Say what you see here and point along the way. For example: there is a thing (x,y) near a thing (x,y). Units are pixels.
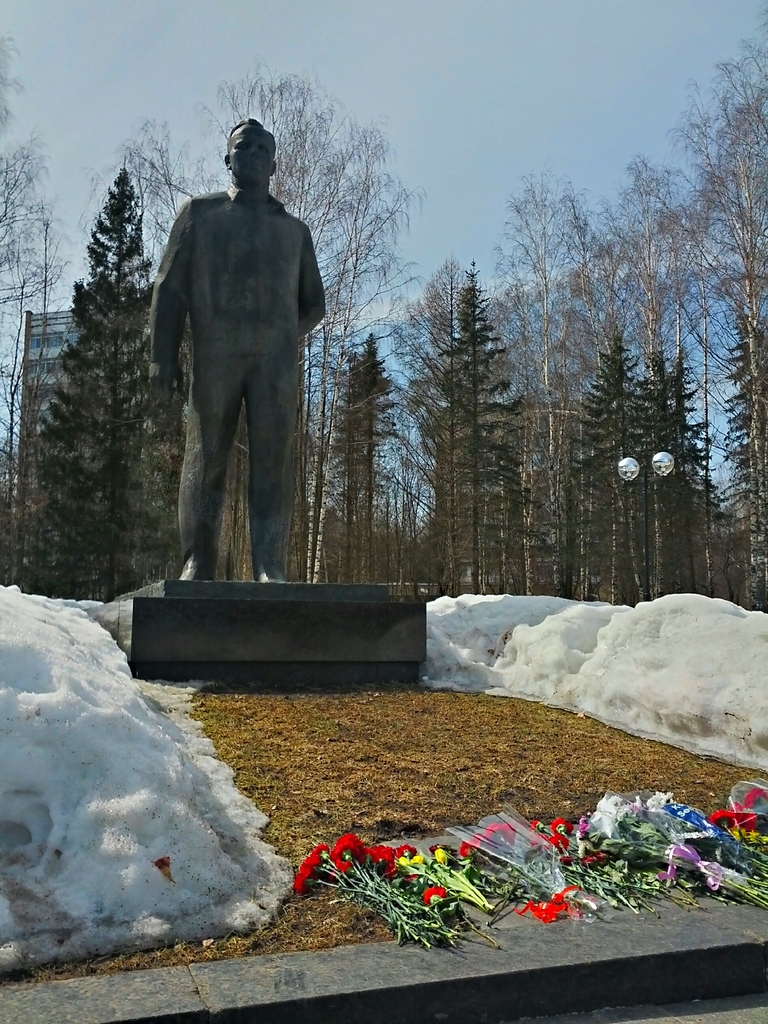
In this picture I can see the statue (266,443). I can see snow (142,785). I can see the trees (239,560) in the background (527,415). I can see the buildings (35,386) in the background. I can see clouds (452,97) in the sky (20,353). I can see flower bouquets (484,900) in the foreground (499,902).
